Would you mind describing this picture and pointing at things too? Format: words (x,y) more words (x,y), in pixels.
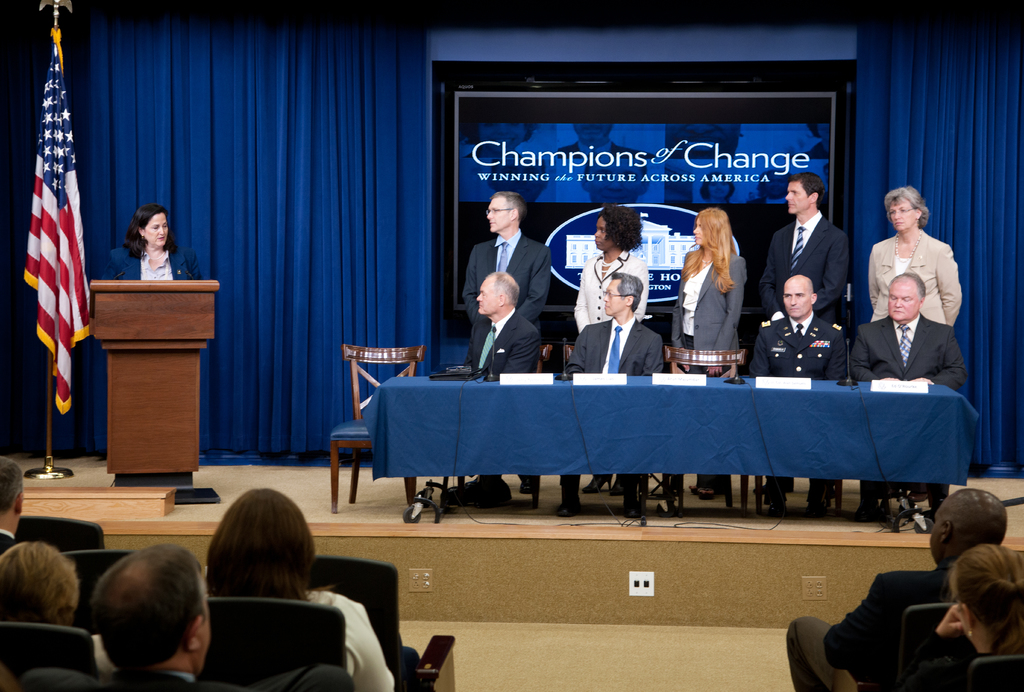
In this image I can see a woman (155,226) standing in front of the podium (179,376). On the left side (52,84) I can see a flag (62,124). I can see few persons (949,590) sitting on the chairs (306,640). I can see few persons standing on the stage (793,548) and few persons (652,362) sitting. I can see a table (702,416). In the background (301,428) I can see a blue curtain (396,284) and some text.
